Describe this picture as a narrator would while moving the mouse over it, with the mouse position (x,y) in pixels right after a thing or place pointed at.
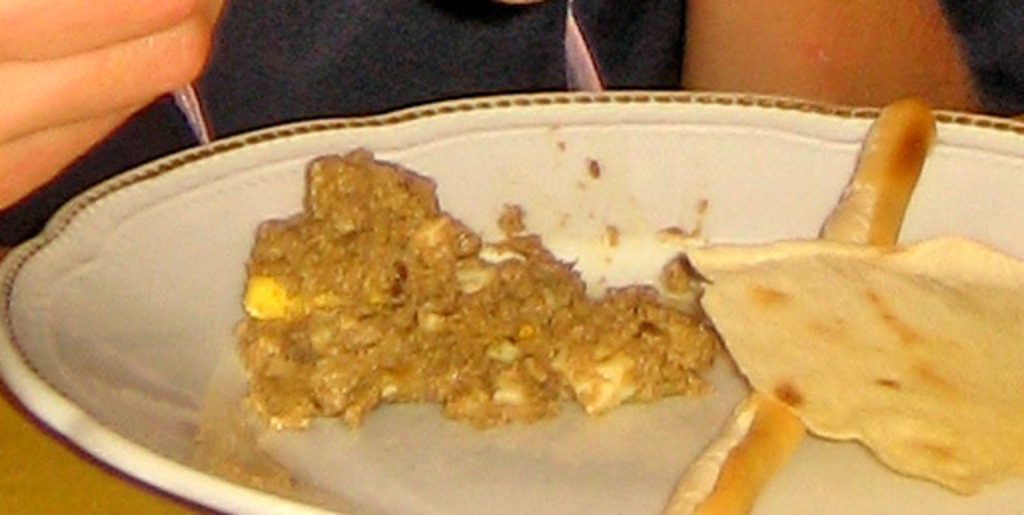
In this picture we can see some food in a plate (259,424). This plate (20,294) is on a wooden table (39,506). We can see a person (403,46).
